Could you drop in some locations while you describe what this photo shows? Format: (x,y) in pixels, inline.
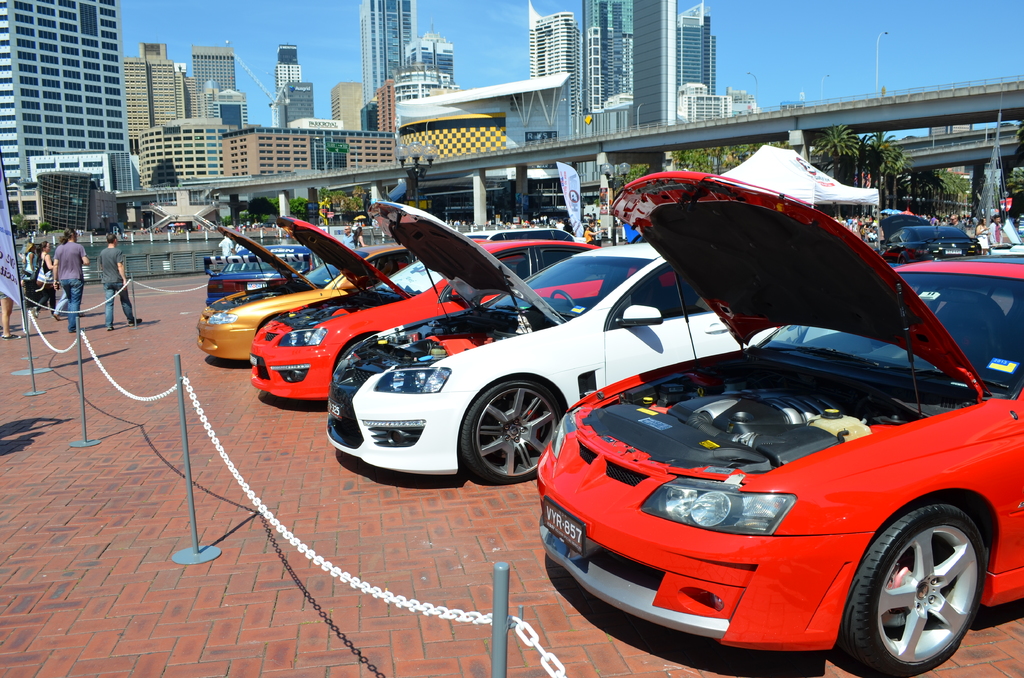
We can see cars (403,418), chains (261,501) with stands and few people (59,270) are walking. In the background (415,194) we can see tent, people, bridge (383,179), buildings (376,147), lights (405,151) on poles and sky (826,88).
